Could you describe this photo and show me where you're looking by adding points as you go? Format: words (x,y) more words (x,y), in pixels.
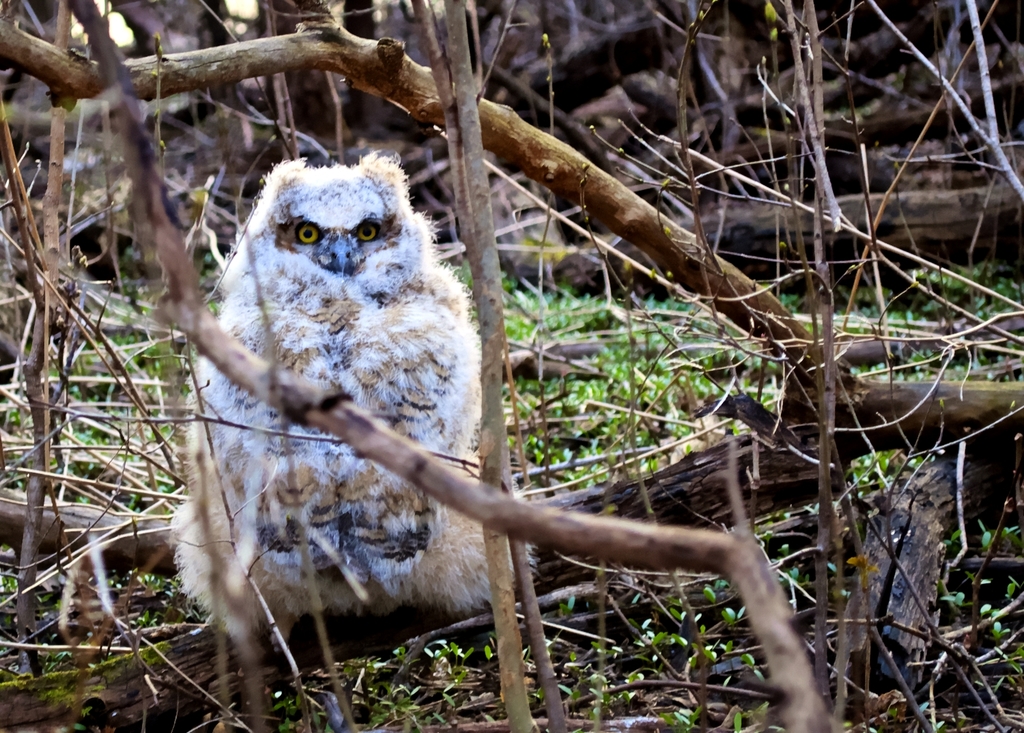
In this picture we can see a bird (338,461), dry tree branches (493,403) and grass (667,399).
